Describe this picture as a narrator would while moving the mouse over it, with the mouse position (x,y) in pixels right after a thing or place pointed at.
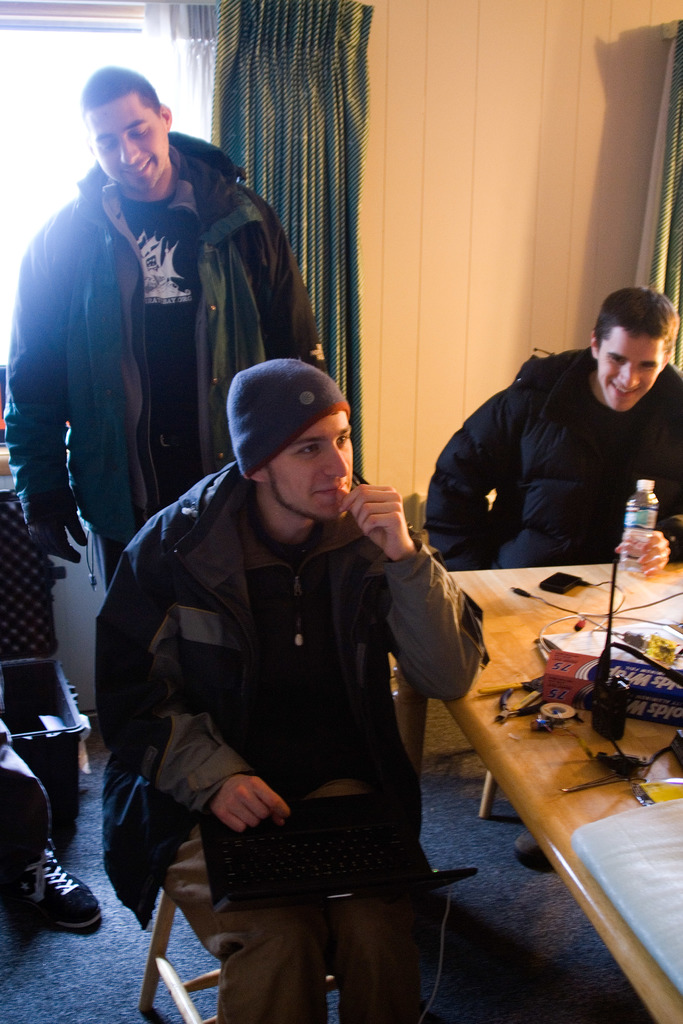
In this image I see 3 men (238,684) in which these 2 are sitting and this guy (12,373) is standing, I can also see that these 2 are smiling and there is a table (682,774) in front of them, on which there are few things (652,793). In the background (344,4) I see the window (22,14), curtains (310,291) and a person's leg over here.
